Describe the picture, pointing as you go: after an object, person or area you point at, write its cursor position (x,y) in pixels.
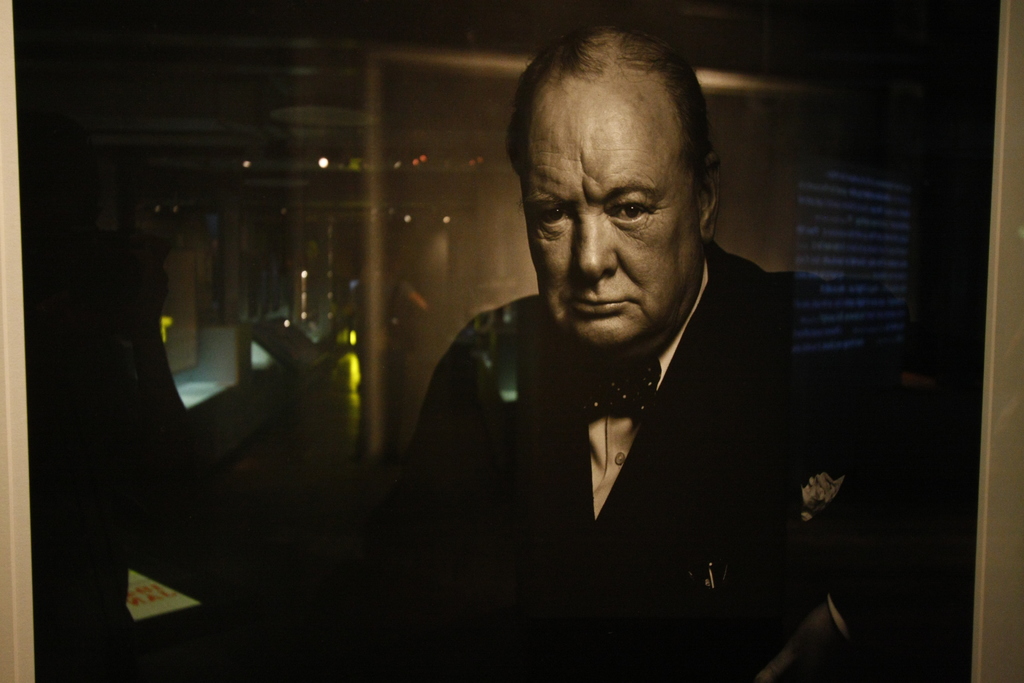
As we can see in the image there is a man (604,398) and table (280,335). The image is dark.
